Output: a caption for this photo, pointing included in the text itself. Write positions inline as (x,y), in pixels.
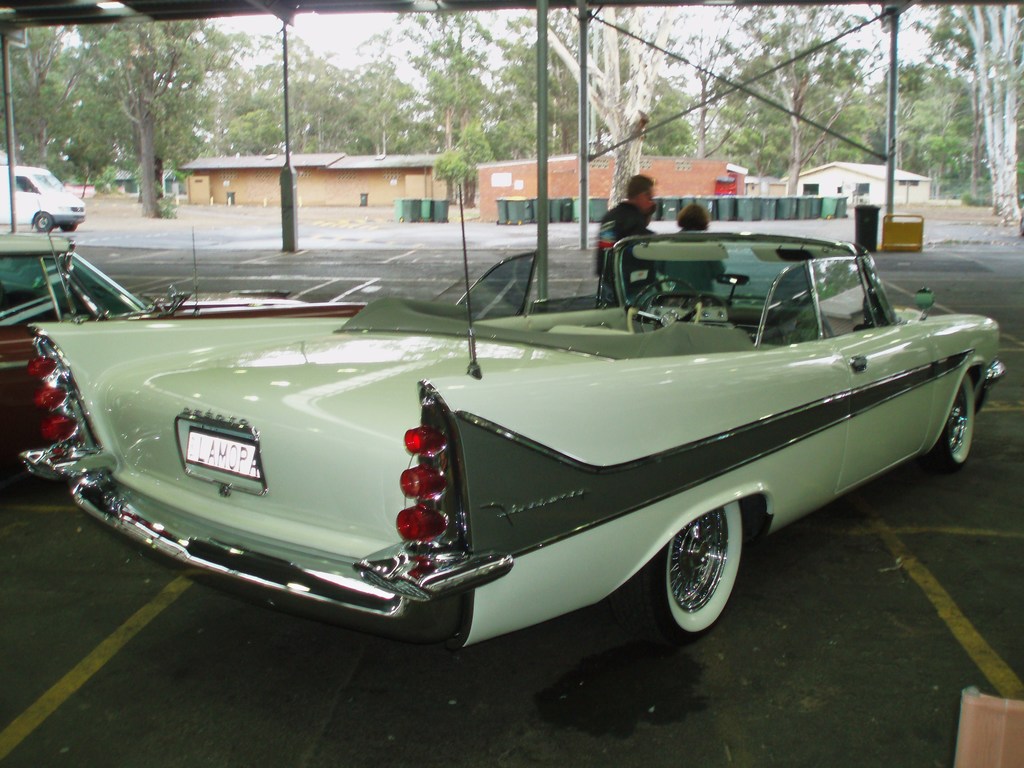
In front of the image there is a car (554,584). Behind the car (675,465) there are two persons (685,227) standing. And on the left side of the image (47,278) there is a car (66,286). In the background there are poles (546,197), bins (554,215), trees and houses (407,197). And also there is a vehicle (43,206) on the road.
